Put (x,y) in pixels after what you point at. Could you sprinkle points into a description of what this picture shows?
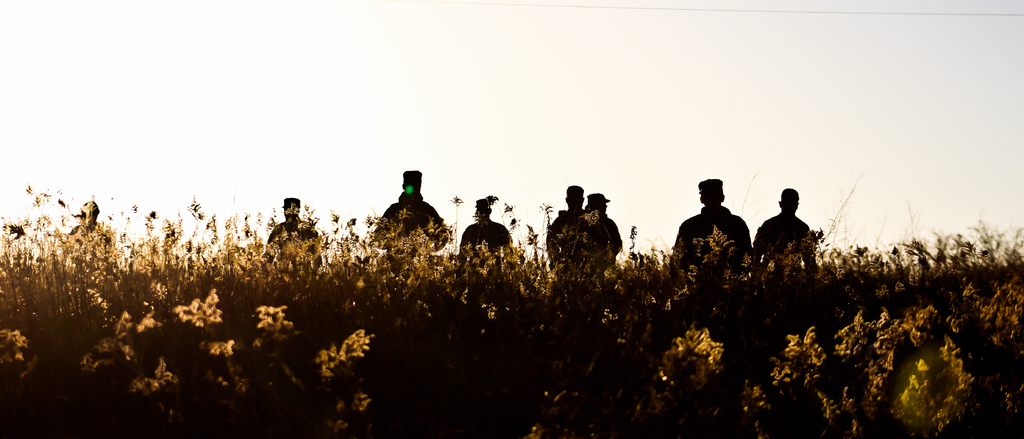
In this picture there are group of people (701,191) standing. In the foreground (606,375) there are plants (506,375). At the top (641,84) there is sky (340,58).
